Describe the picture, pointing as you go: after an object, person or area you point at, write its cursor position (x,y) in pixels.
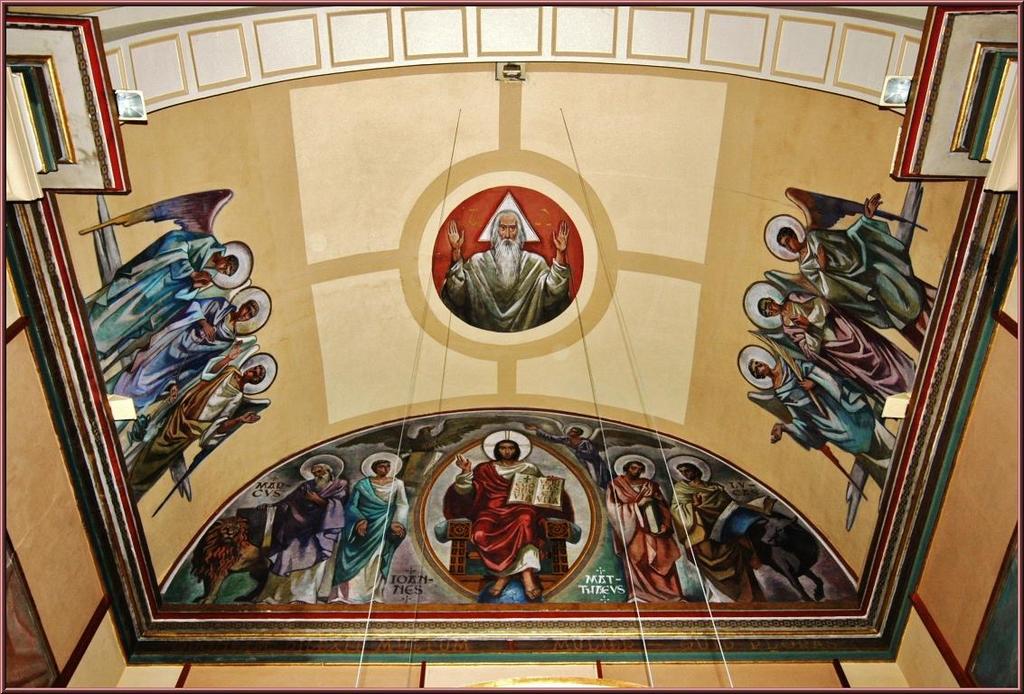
In this picture it looks like the ceiling (857,448), we can see painting (525,318) of persons (510,287) on the ceiling (513,301), on the left side (31,568) there is a wall (31,568).
